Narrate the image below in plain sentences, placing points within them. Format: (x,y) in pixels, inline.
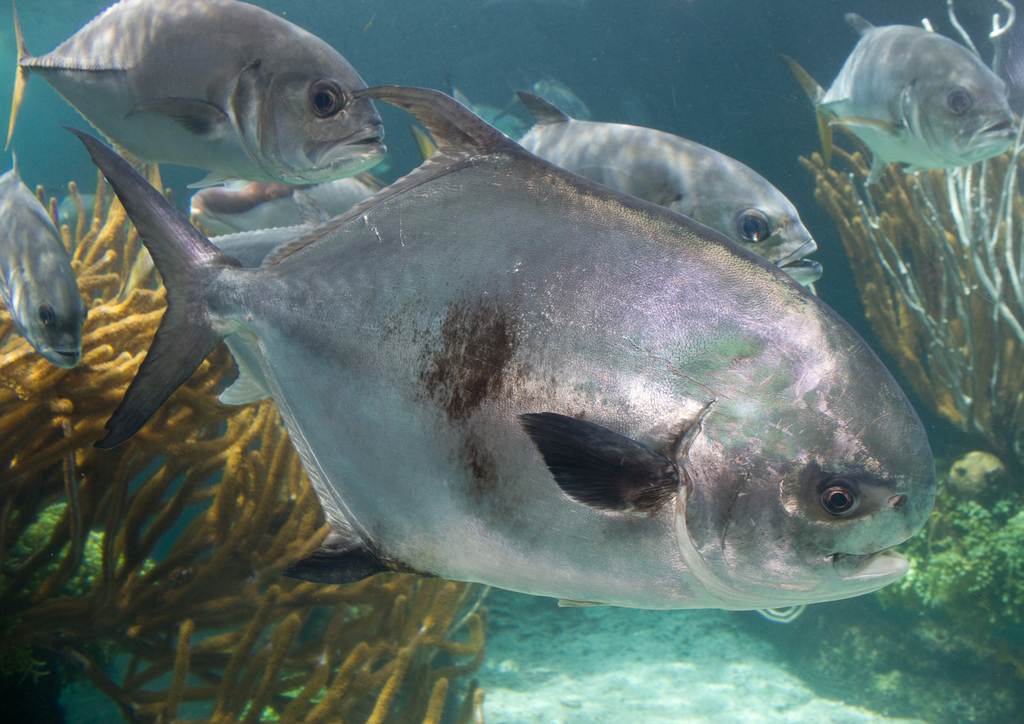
In this image there are fishes (685,365) in the water (794,650). At the bottom (235,617) there are sea plants (1010,586).
